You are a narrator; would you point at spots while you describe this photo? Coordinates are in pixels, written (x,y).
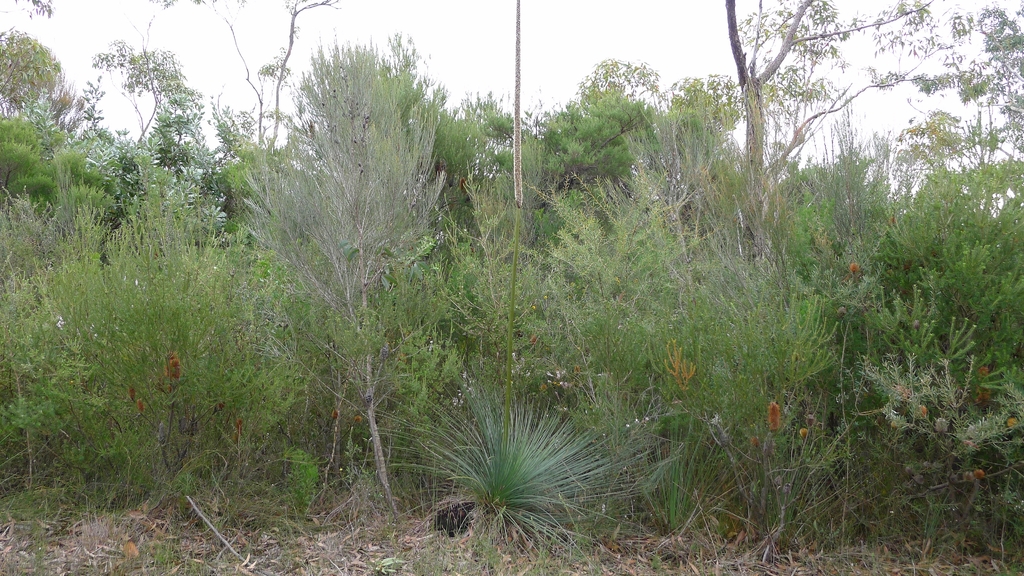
In this image, I can see plants (589,507) and trees (377,211) with branches (387,235) and leaves (649,237). These look like dried leaves (312,555) lying on the ground (329,555).
